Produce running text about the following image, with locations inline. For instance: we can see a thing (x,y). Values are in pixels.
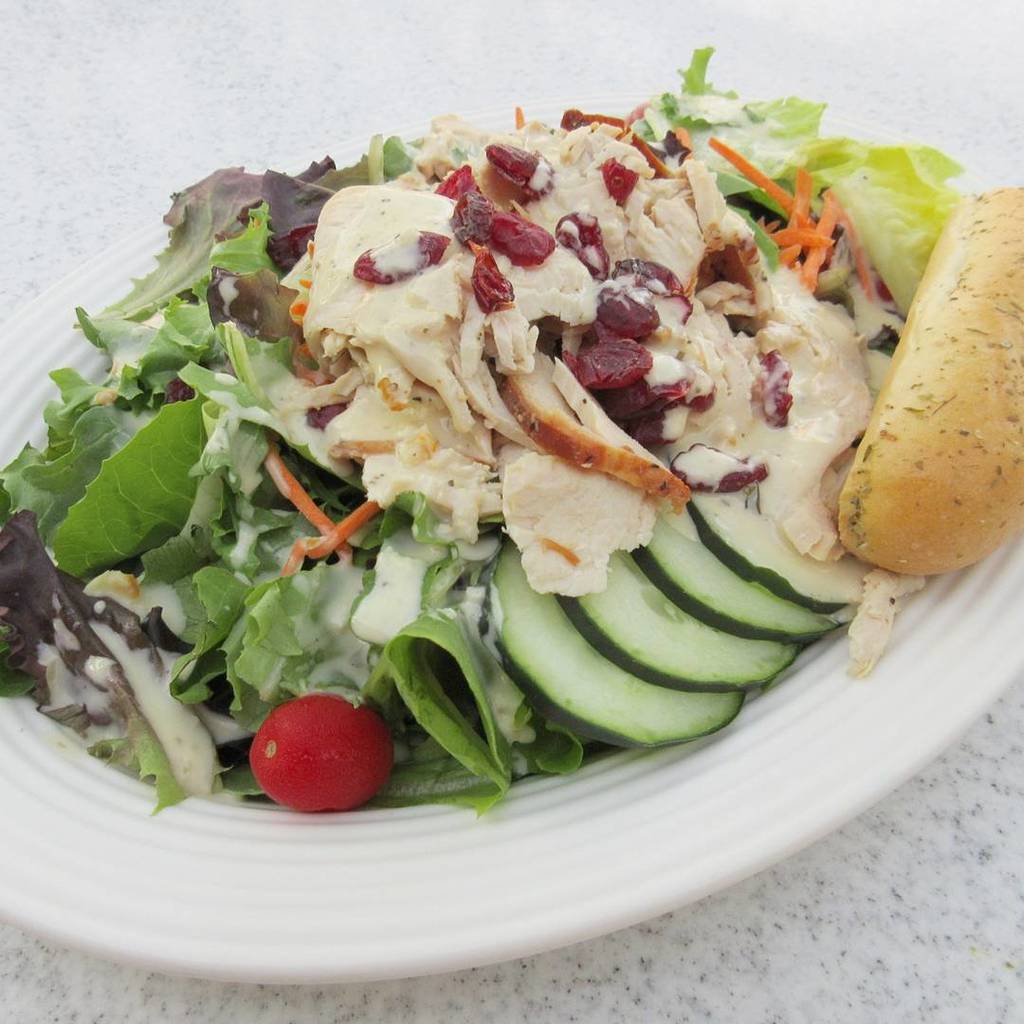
In the image we can see a plate (744,825), in the plate (679,792) we can see salad (328,596), like cut vegetables (606,684) and leaves (129,396) and the plate (693,826) is kept on the white marble (838,937).
